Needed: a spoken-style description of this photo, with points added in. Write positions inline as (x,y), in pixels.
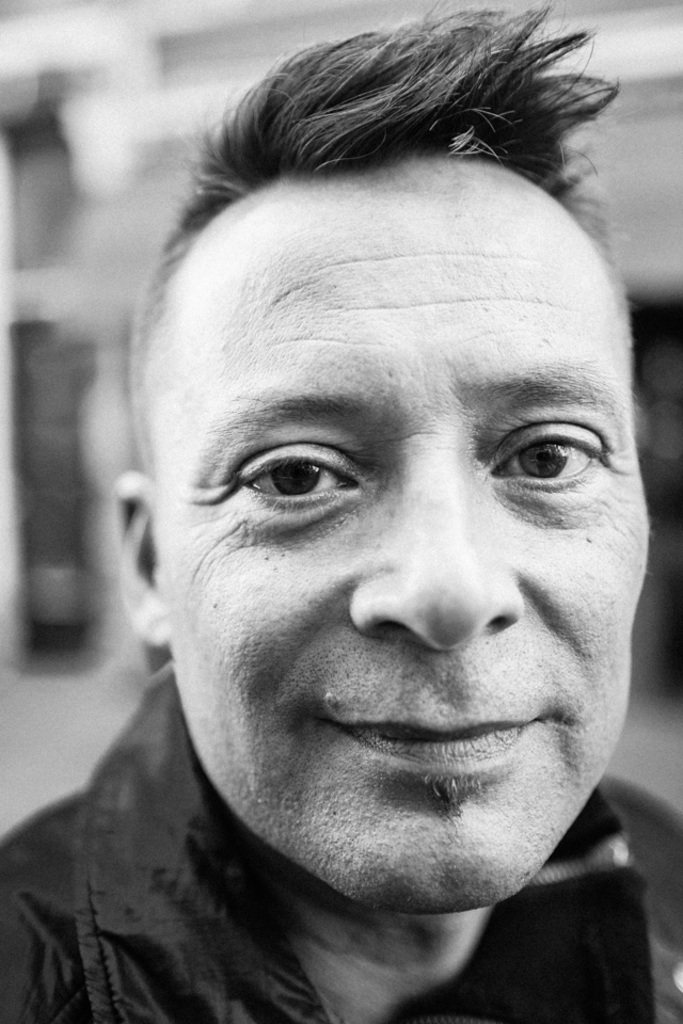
In the foreground of this black and white image, there is a man (219,598) and the background (117,93) image is blur.
